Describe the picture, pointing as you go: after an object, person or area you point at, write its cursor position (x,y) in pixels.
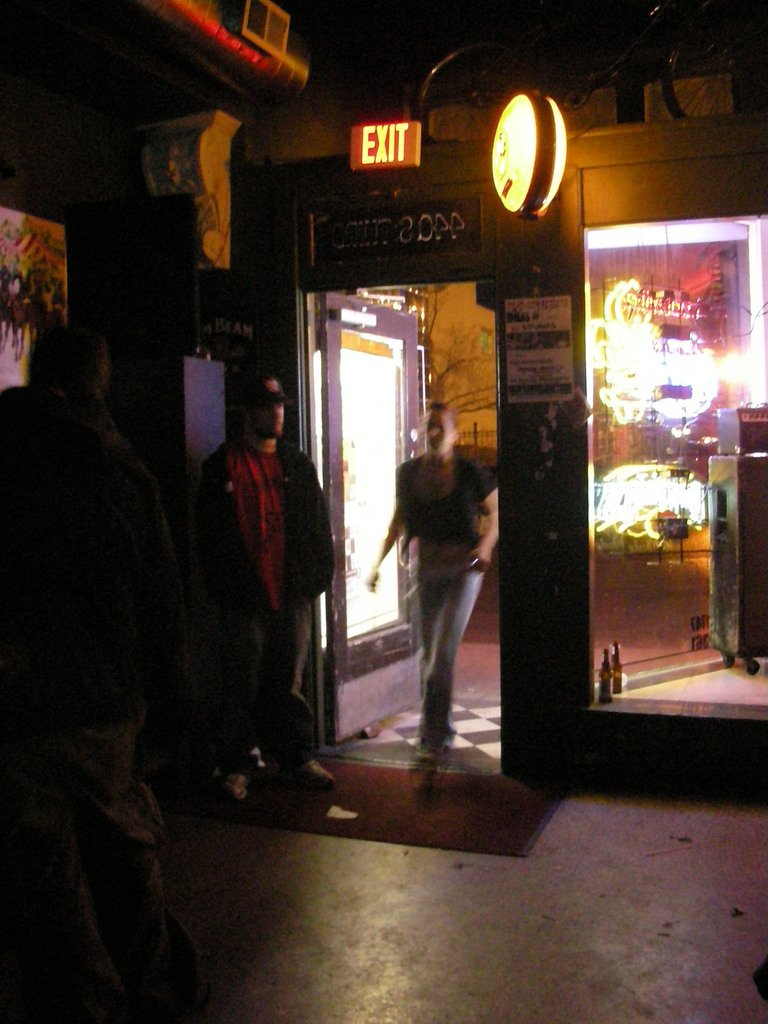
In the image on the left side (247,482) there are two men (231,507) standing. There is a store (537,489) with a door (416,457), glass doors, sign board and some other things (543,204). There is a lady (444,544) coming into the store (525,285). In front of her on the floor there is a doormat (409,776).
